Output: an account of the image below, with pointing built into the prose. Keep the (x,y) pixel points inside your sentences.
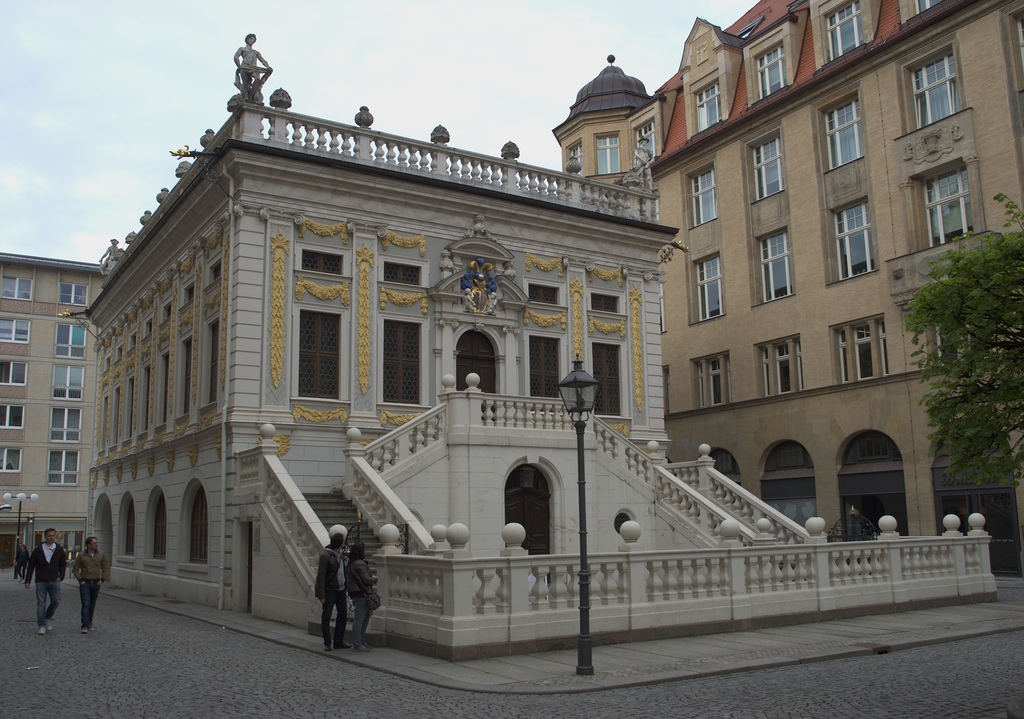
This picture shows a few buildings (320,254) and we see couple of pole lights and few people (22,548) walking on the road (119,602) and couple of them standing on the sidewalk (374,652) and we see a tree (970,436) and we see a statue (240,80) on the building (240,111) and a blue cloudy Sky (519,20).
